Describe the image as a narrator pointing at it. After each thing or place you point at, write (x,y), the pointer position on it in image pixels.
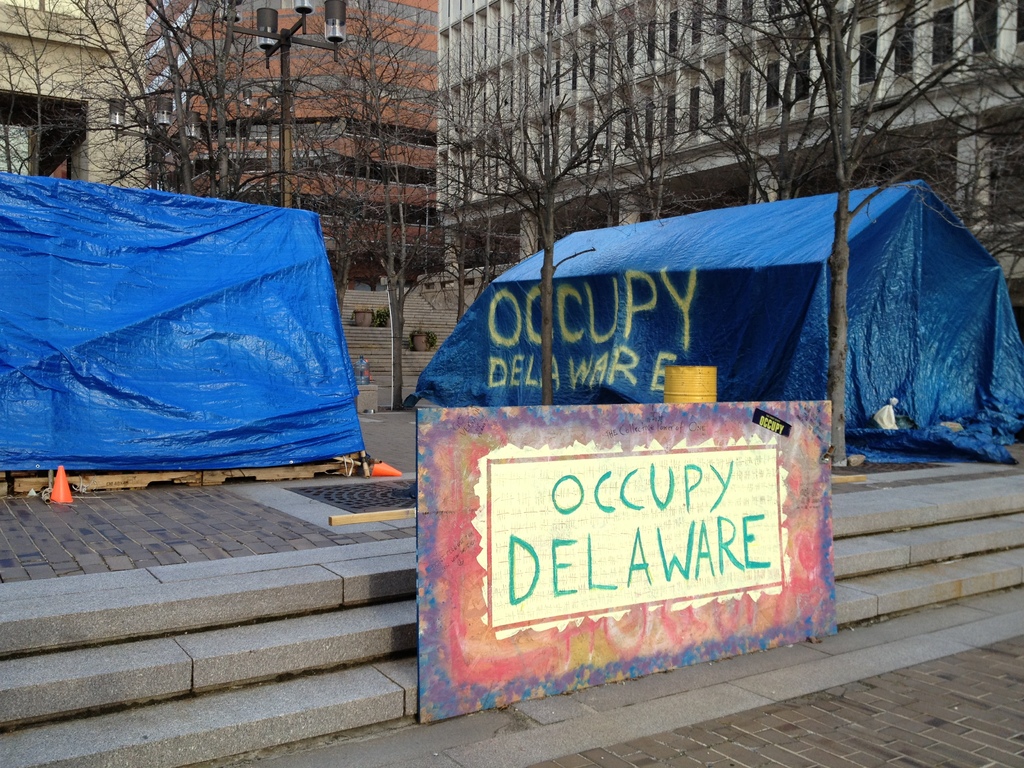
In the image there is a board (448,505) with something written on it. Behind the board (518,562) there are steps (367,606). There are blue color huts (142,313) on the floor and also there are trees (550,329). In the background (84,81) there are buildings (337,67) with walls (314,50) and windows (246,42).
